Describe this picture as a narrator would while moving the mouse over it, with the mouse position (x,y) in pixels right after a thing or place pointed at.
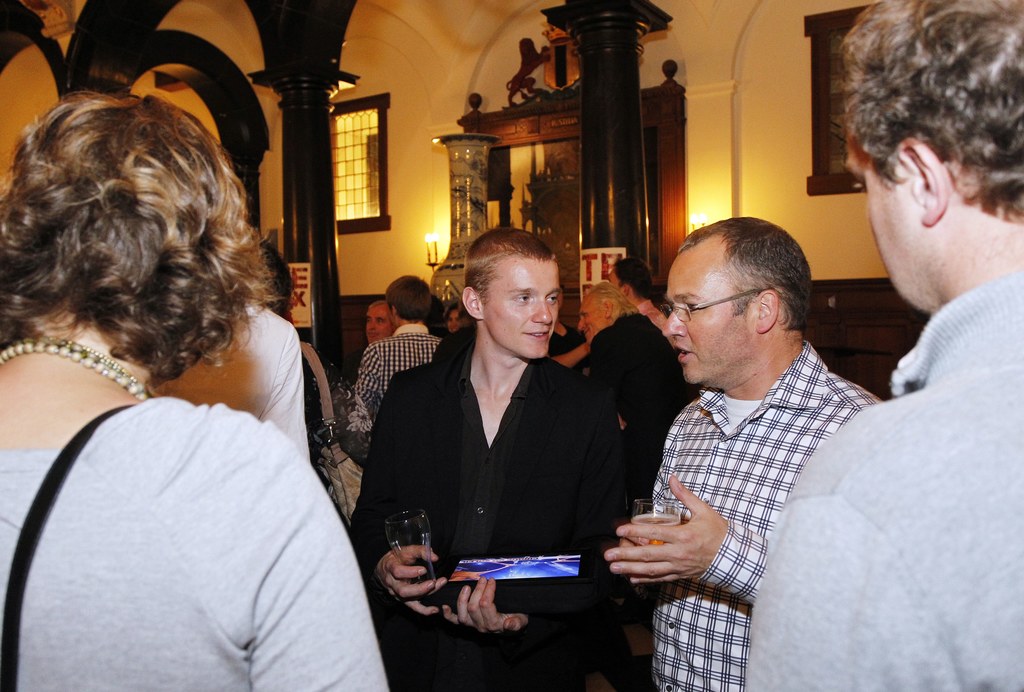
In this image, we can see persons (534,371) wearing clothes (309,384). There are two persons (526,395) holding glasses (667,520) with their hands (690,571). There are pillars (610,204) in the middle of the image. There is window (372,117) at the top of the image (362,130). There is a photo frame (828,60) in the top right of the image (826,95).
